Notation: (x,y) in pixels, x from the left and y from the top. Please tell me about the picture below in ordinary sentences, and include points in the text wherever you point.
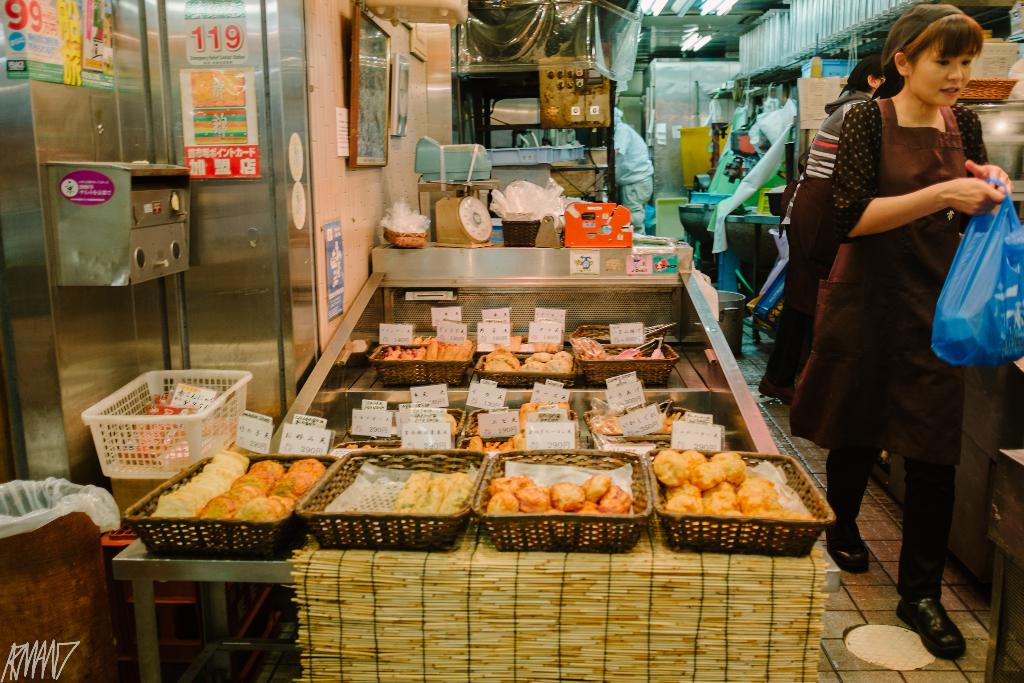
In this image I can see people (810,250) among them this woman (948,263) is holding a bag (979,274). In the background (350,211) I can see a wall (395,174) which has some objects (364,127) attached to it. I can also see baskets (436,521) which has food items (452,493) on it.
